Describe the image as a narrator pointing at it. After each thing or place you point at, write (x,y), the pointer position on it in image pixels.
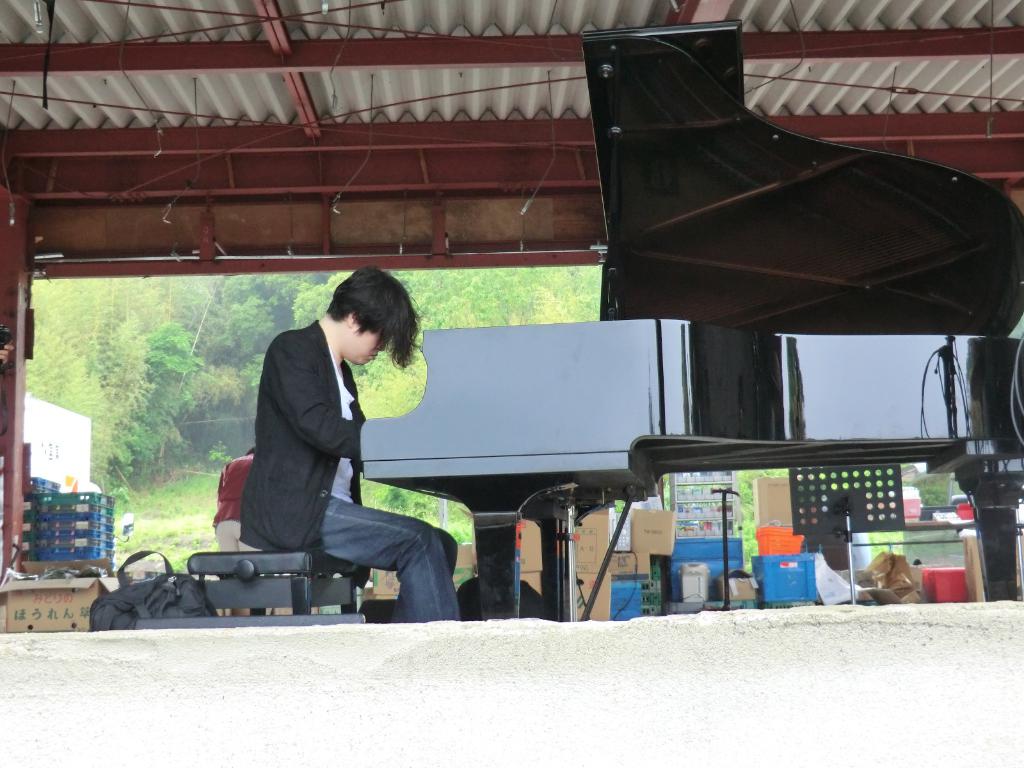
in the picture we can see person (385,312) sitting on a bench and playing the piano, we can also see different items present near the person (383,284), we can also see another person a little bit far away from the person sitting on the bench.
